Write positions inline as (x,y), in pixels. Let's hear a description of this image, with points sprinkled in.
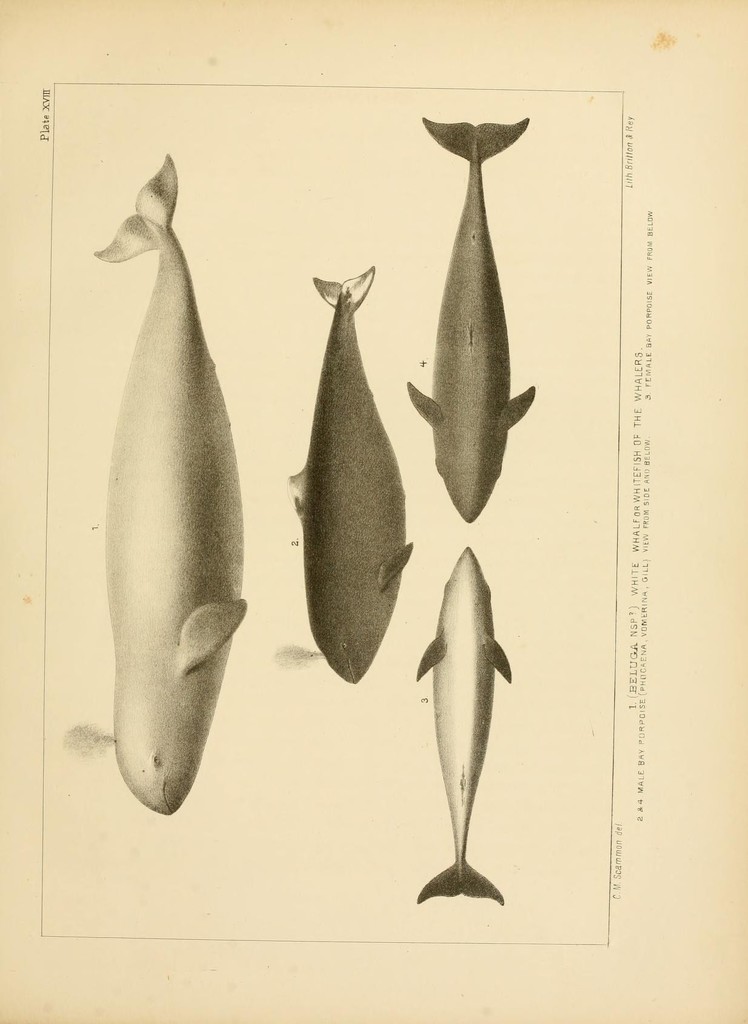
This image consists of a paper (610,916) on which I can see four diagrams of whales (176,442). On the right side (648,462), I can see some text (644,547) on the paper (641,390).
